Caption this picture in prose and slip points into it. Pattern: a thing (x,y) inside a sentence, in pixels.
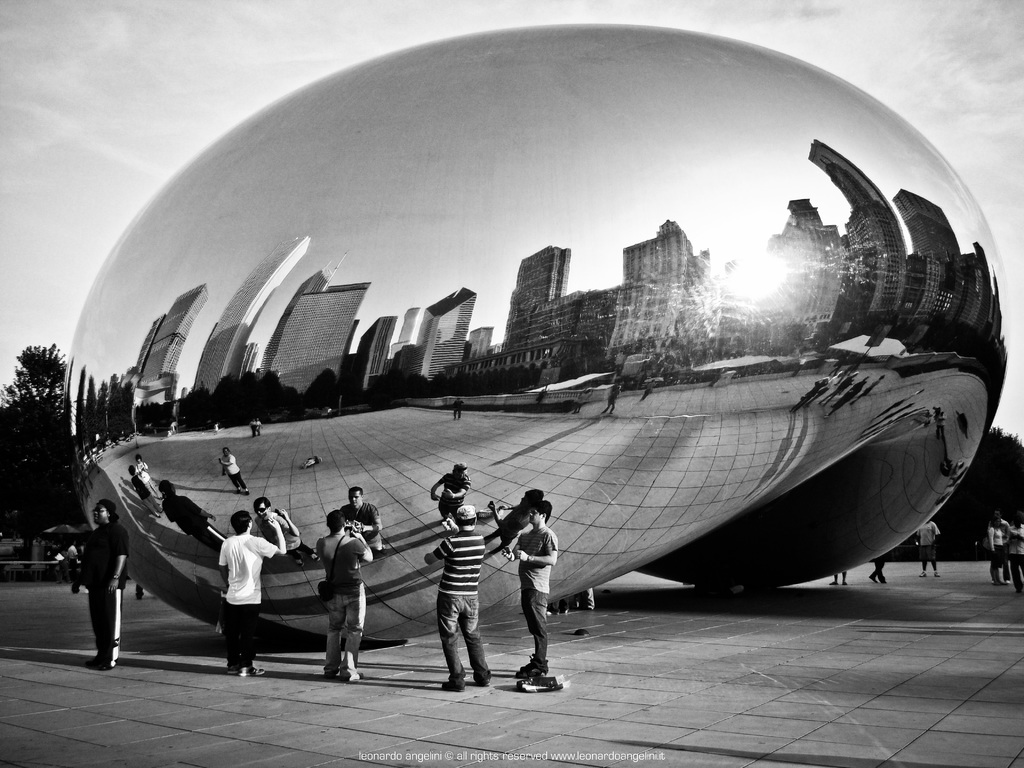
This is a black and white image. In this image we can see a sculpture (384,454), persons (455,593) standing on the floor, trees (30,452) and sky (77,144) with clouds (380,45).
